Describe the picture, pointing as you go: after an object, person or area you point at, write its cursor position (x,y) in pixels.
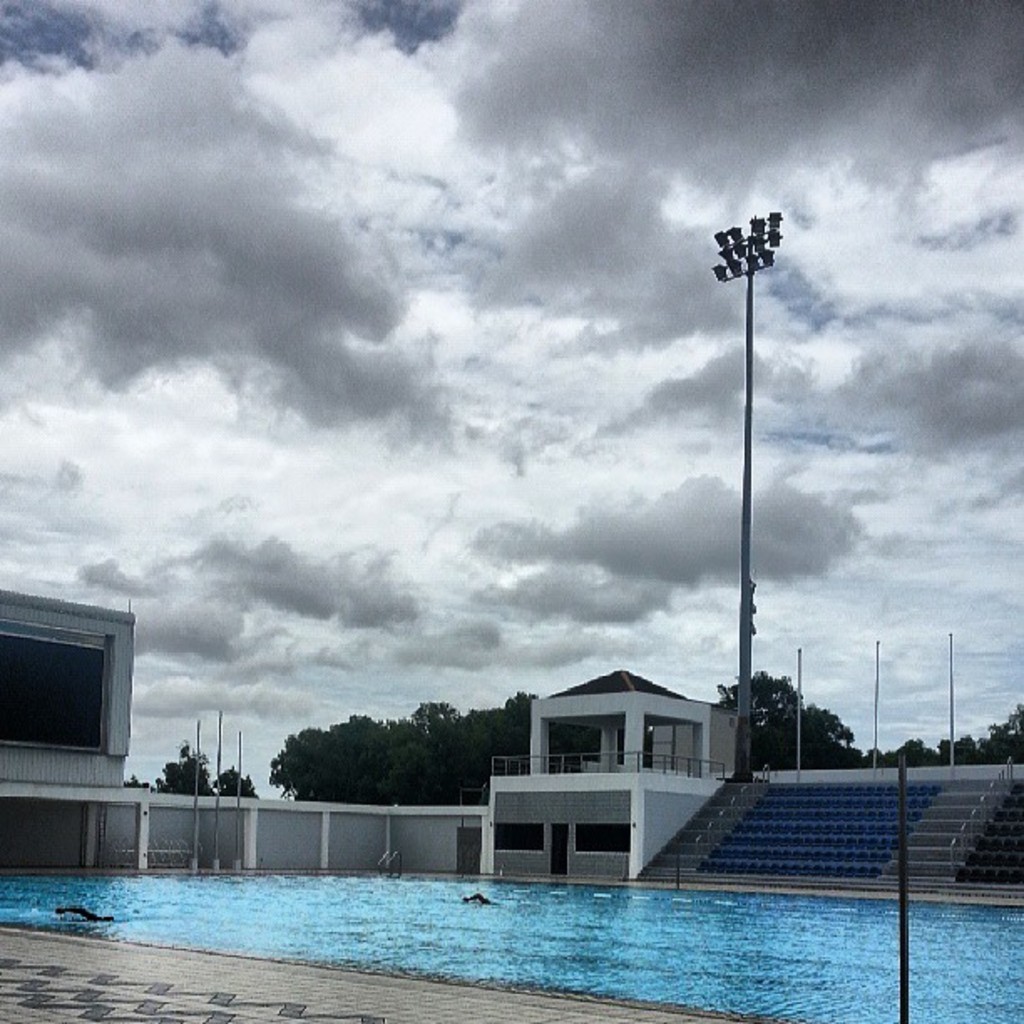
In this image I can see few trees (559,730), building (600,737), light pole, poles (874,714), water (822,905), stairs (663,854) and the sky (603,378) is in white color.
